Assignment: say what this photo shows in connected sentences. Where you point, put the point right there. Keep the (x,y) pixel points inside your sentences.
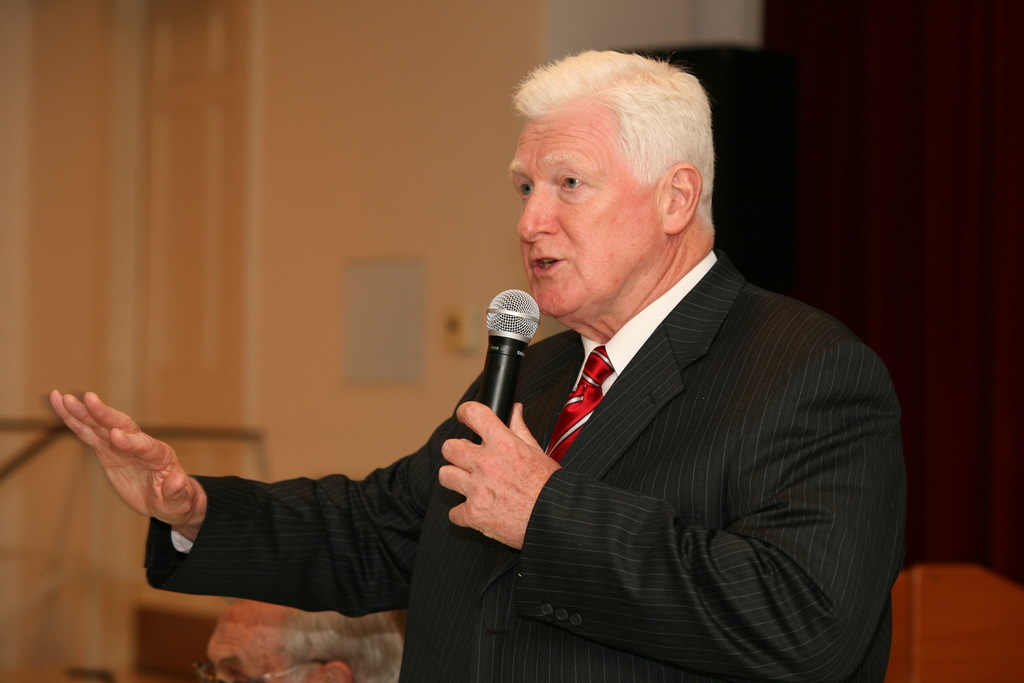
In this image, we can see a person (579,468) holding a microphone (495,337). In the background (213,124), we can see the wall (272,441) with some objects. We can also see a red colored object (901,249) and some wood (965,574). We can also see a black colored object (772,150).
